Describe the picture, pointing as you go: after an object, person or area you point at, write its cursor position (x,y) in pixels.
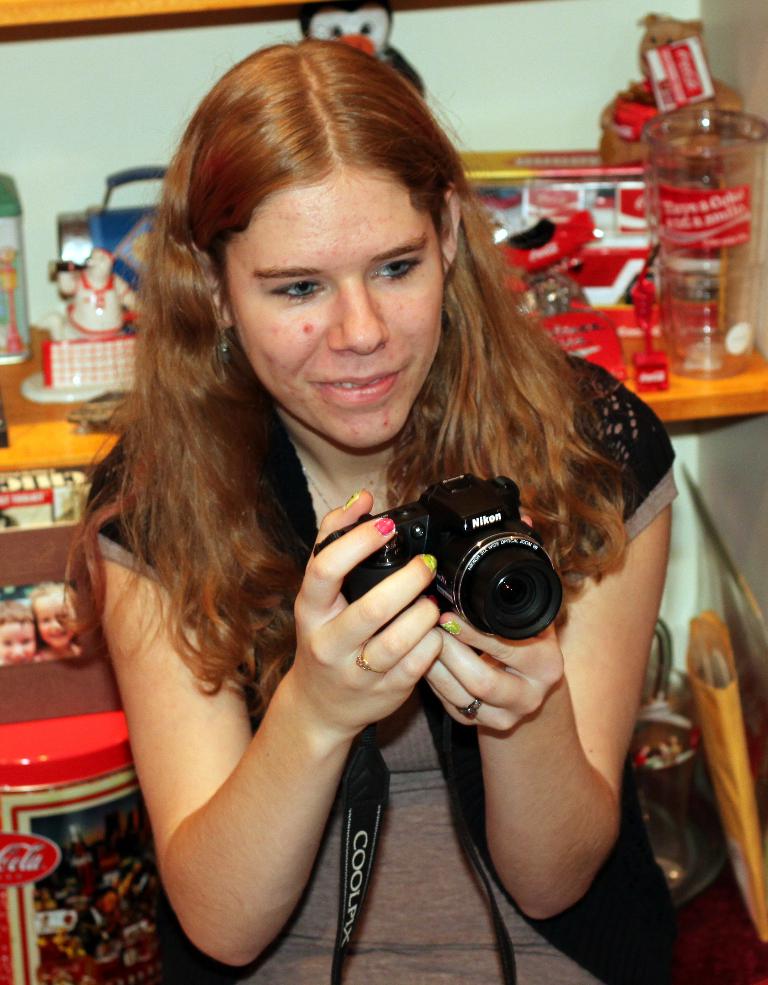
In this image I can see a woman (303,407) wearing black and brown dress (611,432) is holding a black colored camera (425,550) in her hand (434,559). In the background (35,447) I can see a brown colored desk (44,440) and on the desk (38,408) I can see few jars (718,228), few toys (595,222) and few other objects (610,176). I can see the white colored wall (569,39).
